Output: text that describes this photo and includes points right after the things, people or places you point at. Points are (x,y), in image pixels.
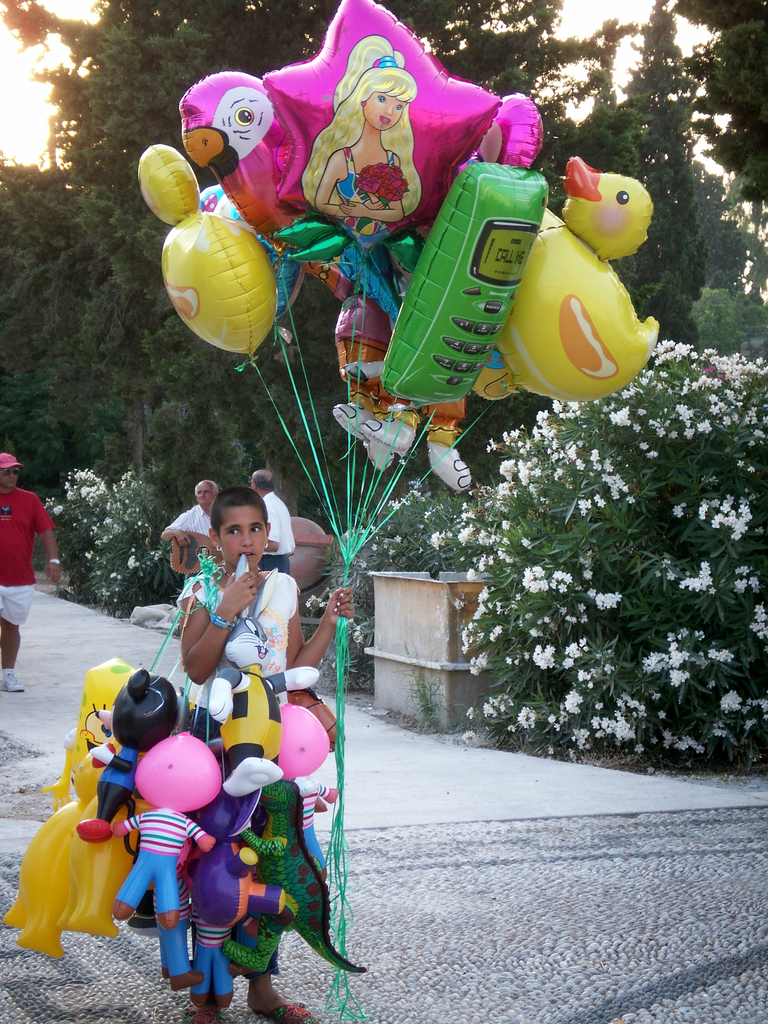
In this picture I can see there is a girl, she is holding some balloons (398,405) and some dolls (263,700) and in the backdrop (3,642) there are two people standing and a person (6,554) is walking, there are some plants (600,632) with flowers (603,594) and there are trees (167,55) and the sky (50,88) is clear.
